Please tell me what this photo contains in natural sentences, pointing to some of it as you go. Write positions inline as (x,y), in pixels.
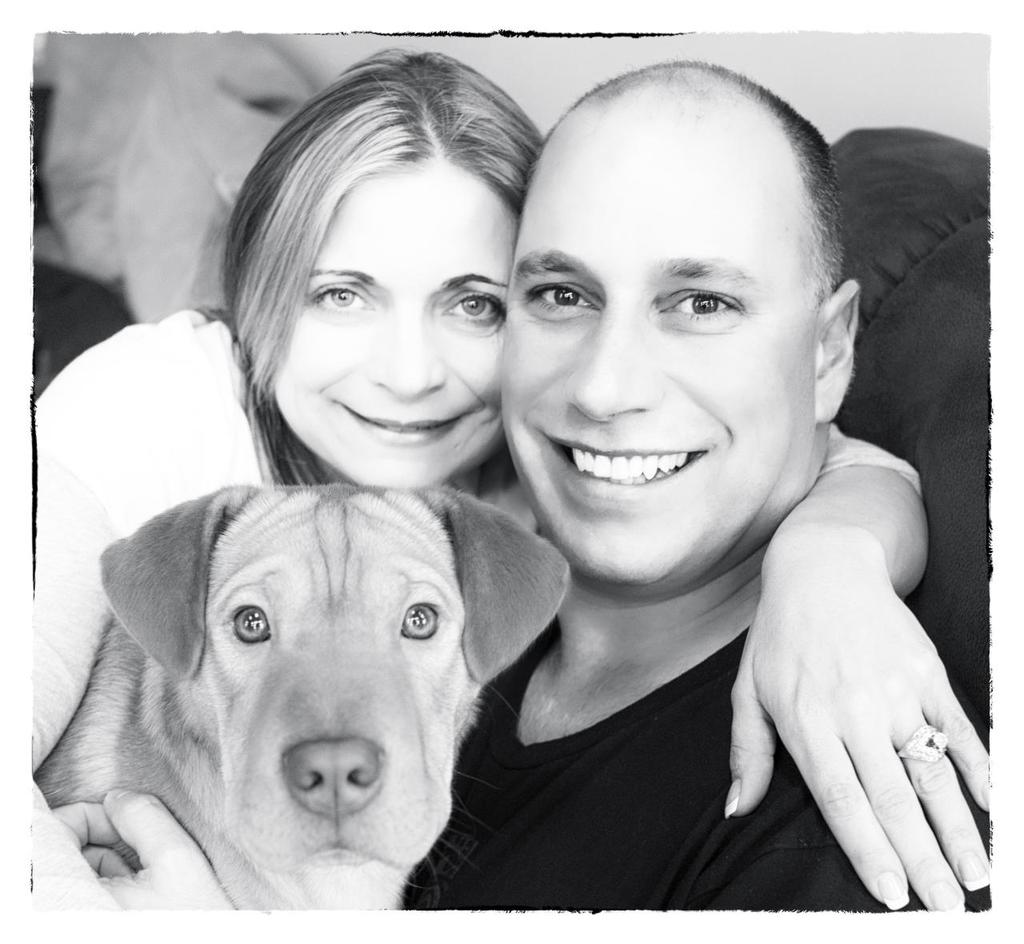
This is a black and white picture. In this picture we can see a man (655,306) and a woman (377,329) and a dog (187,615). We can see man (524,253) and woman (479,245) carrying a beautiful smile (629,461) on their faces (602,344). We can see ring (938,750) to a woman's finger (924,768).
